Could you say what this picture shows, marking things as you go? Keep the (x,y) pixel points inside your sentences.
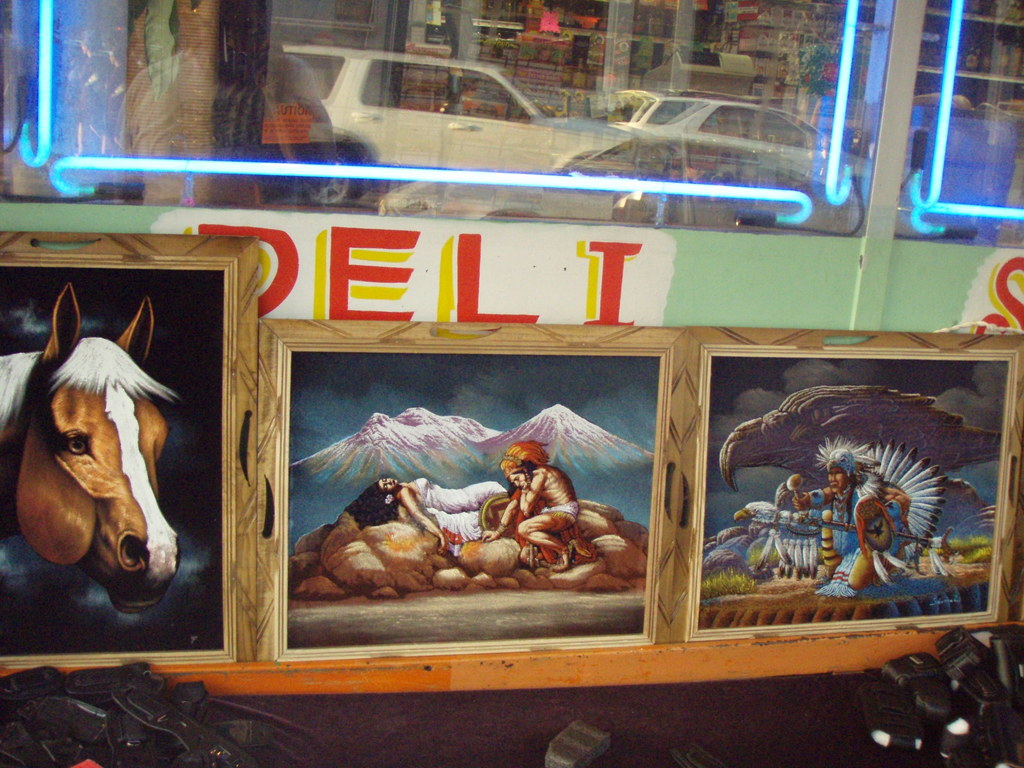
In this image we can see some photo frames (415,536) on a wall (572,270) with the pictures (506,512) on them. We can also see some text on a wall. On the bottom of the image (472,719) we can see some objects (565,751) placed on the surface (737,730). On the top of the image (540,160) we can see some cars (507,145) from a window (611,167) and some lights (830,195).
